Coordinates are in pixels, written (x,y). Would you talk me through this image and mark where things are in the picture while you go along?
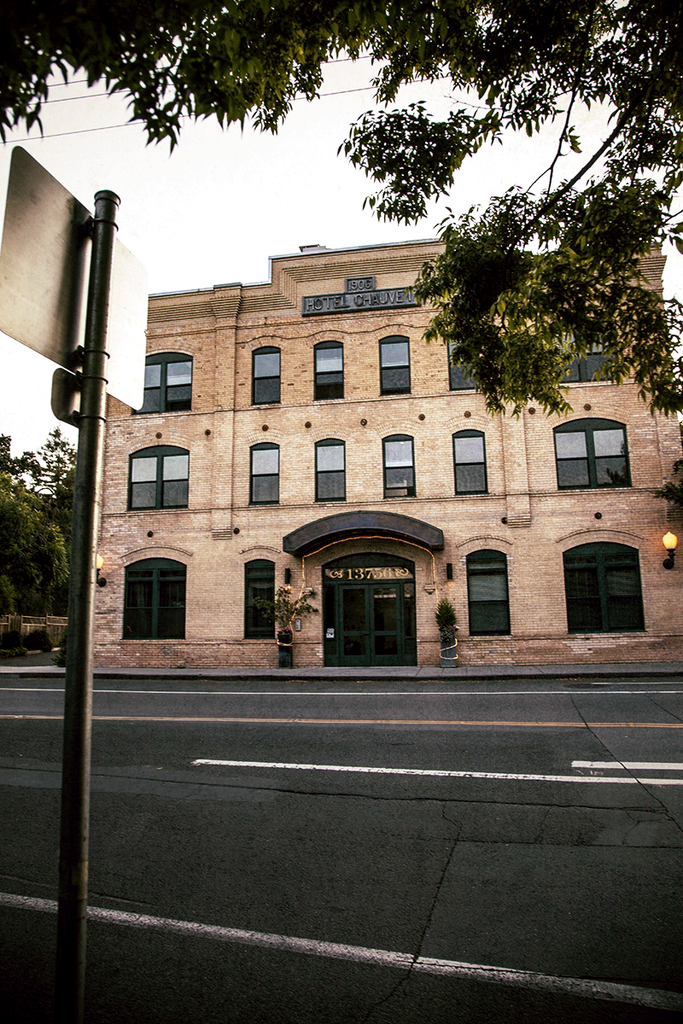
This picture is clicked outside. In the foreground (92,535) we can see the board (79,291) is attached to the metal rod (101,267). In the center (319,360) we can see the concrete road (374,765) and we can see the building (428,490), wall mounted lamps (451,577), green leaves (441,620), and in the background (211,145) we can see the sky (232,195), trees (24,536), plants (441,630) and some other items (10,624).
